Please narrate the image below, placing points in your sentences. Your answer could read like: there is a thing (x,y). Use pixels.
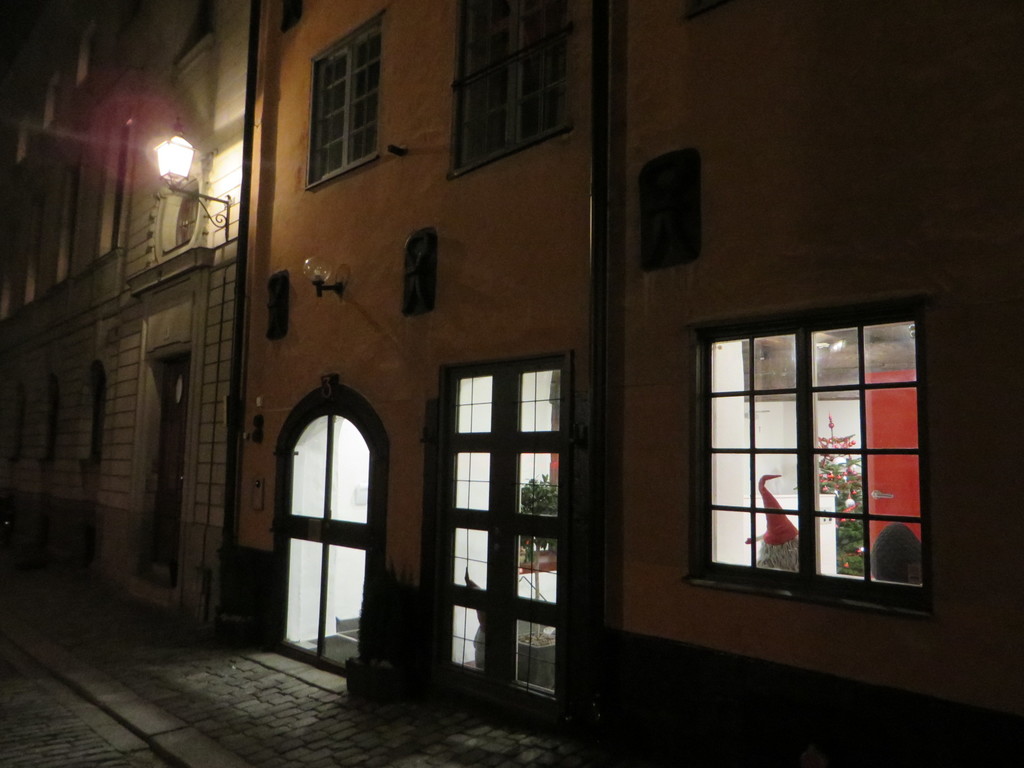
In this picture there are buildings (369,381) in the image, on which there are windows (843,343) and there are lamps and poles (592,479) in the image, there is a christmas tree (830,444) and a plant (555,490) inside the building (709,479) and there are some other objects (915,487).
